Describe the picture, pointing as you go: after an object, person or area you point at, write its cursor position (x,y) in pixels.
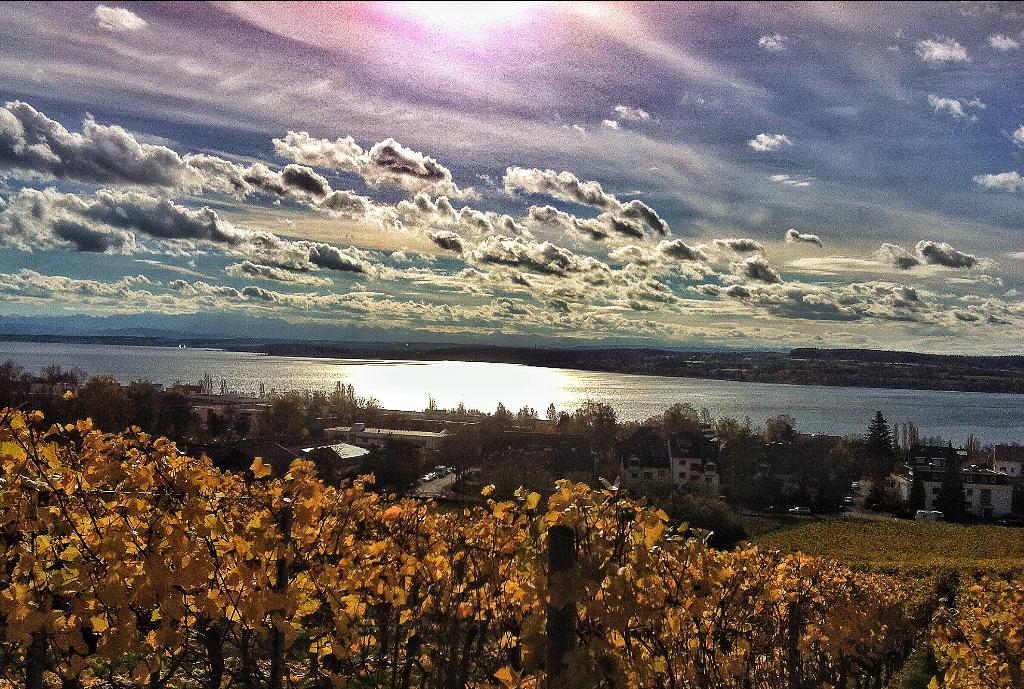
In the picture we can see some creepers (371,615) to the poles (564,624) and behind it, we can see a village (257,414) with some houses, trees (232,416) and behind it, we can see a lake (281,386) with water (518,398) and far away from it we can see a surface (258,339) and in the background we can see the sky (537,246) with clouds (452,196).
